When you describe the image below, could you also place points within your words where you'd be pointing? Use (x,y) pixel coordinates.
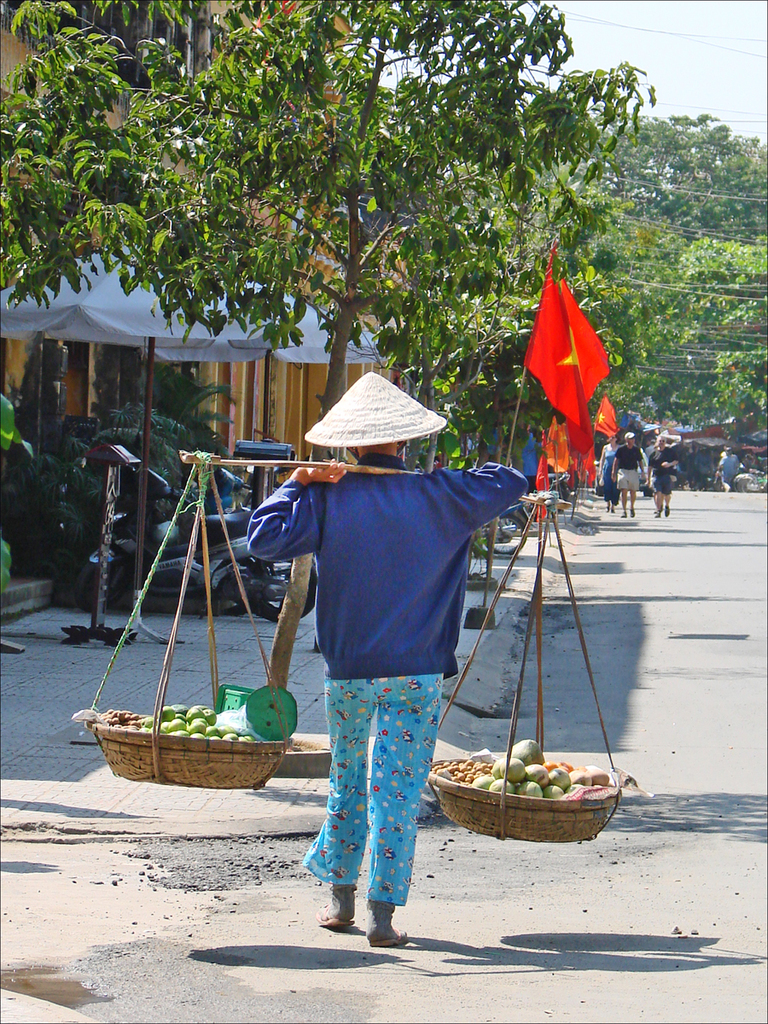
In the image we can see there is a person (397,607) standing and he is carrying fruits (212,712) in the basket (513,801). He is wearing a cap (385,422) and there is a flag (553,357). Behind there are lot of trees (427,269) and there is a building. There are other people (735,457) standing on the road (691,645).
